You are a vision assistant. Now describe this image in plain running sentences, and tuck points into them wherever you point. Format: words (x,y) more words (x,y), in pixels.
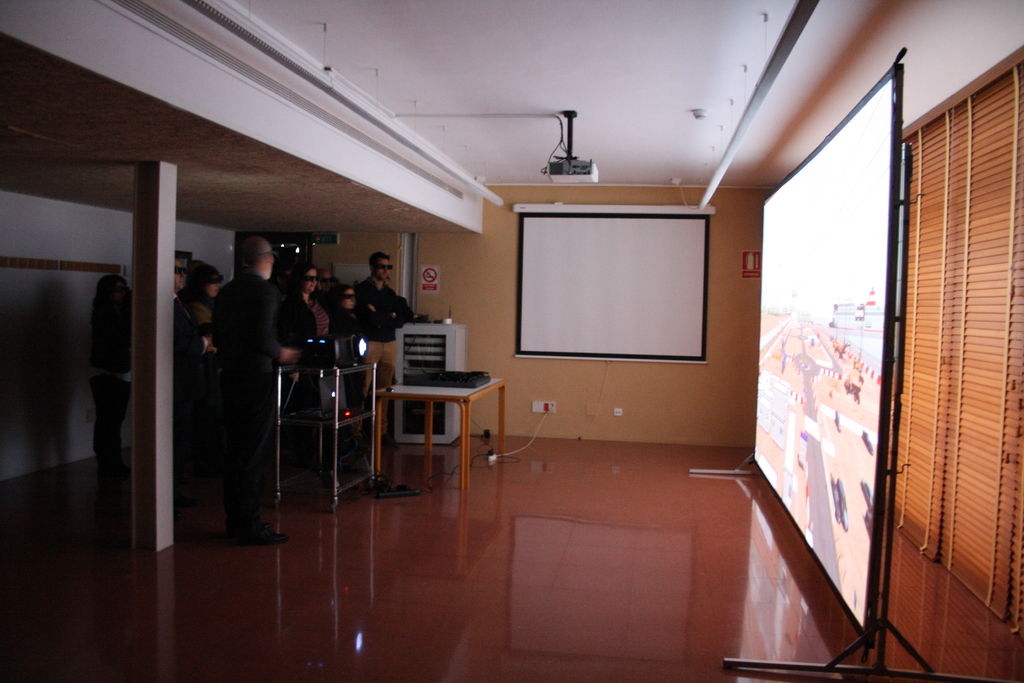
On the right side (842,348) there is a screen (799,344). Also there are curtains (906,330). In the back (498,285) there is a wall (483,289). On the wall (515,237) there is a whiteboard (599,250). On the ceiling (602,163) there is a projector (571,170). On the left side (151,242) there is a pillar (147,257). Also there are many people (255,284) standing and wearing goggles (216,280). There is a table (373,407). On that there is a projector (329,351). There is another table (475,393).
